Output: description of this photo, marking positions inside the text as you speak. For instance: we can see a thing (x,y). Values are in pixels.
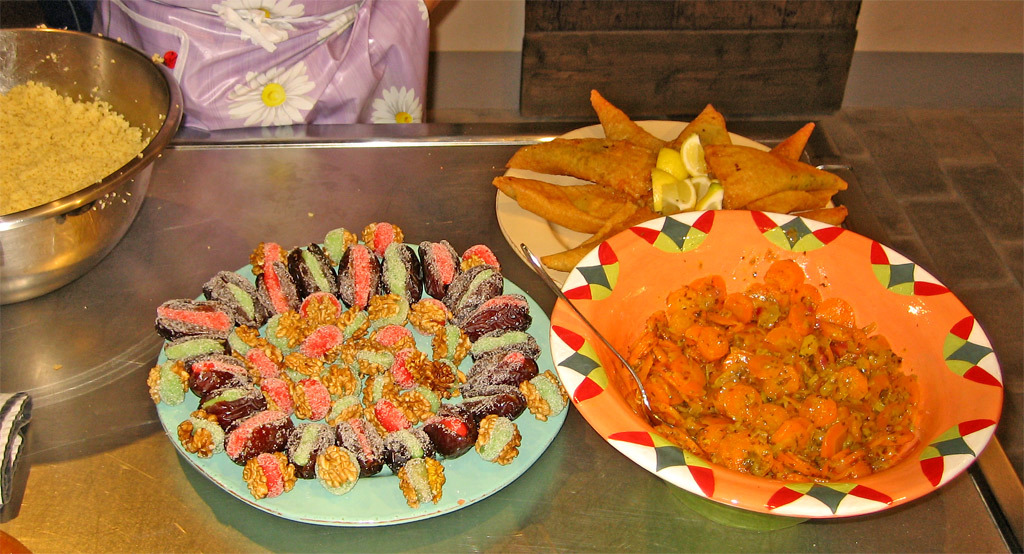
In this picture we can see there are three plates (546,239) and a bowl (65,248) on an object (178,530). On the plates (588,314) and in a bowl (47,217) there are some food items (637,369) and a spoon (602,340). Behind the object (332,166) there is a wall (445,33).
